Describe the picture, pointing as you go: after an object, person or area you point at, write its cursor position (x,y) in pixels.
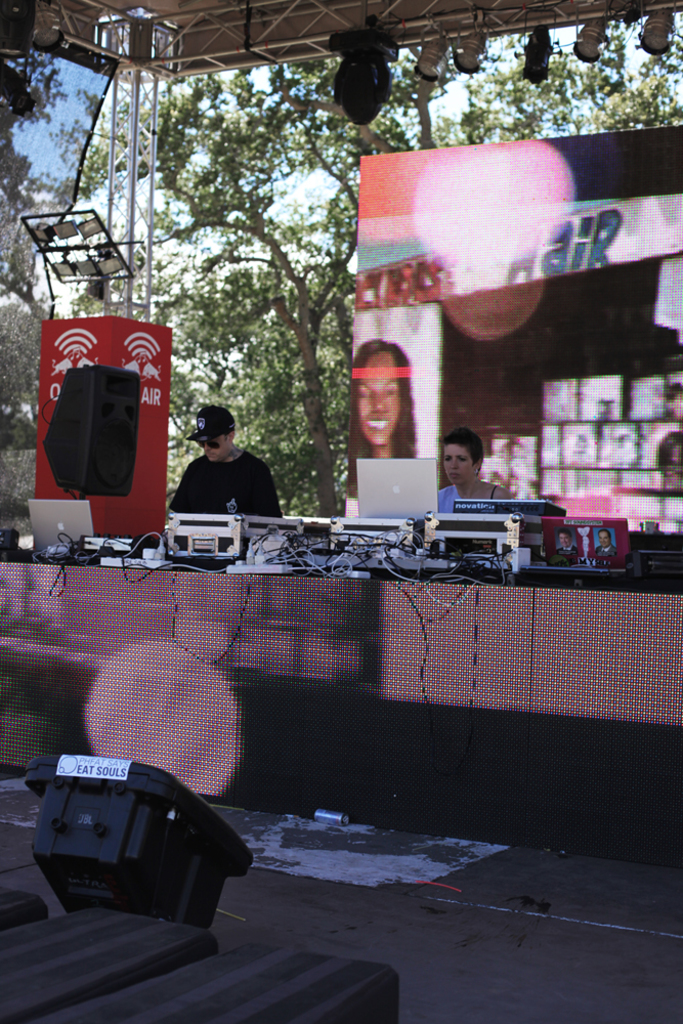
In this picture I can see focus lights (527,53), lighting truss (569,14), there are two persons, there is a speaker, there is a screen (631,649), and there are laptops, rack cases (195,548), cables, a photo frame (547,527) and some other items (3,539) on the table (140,631), there is a board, there are trees (195,173), and in the background (79,103) there is sky (86,101).
